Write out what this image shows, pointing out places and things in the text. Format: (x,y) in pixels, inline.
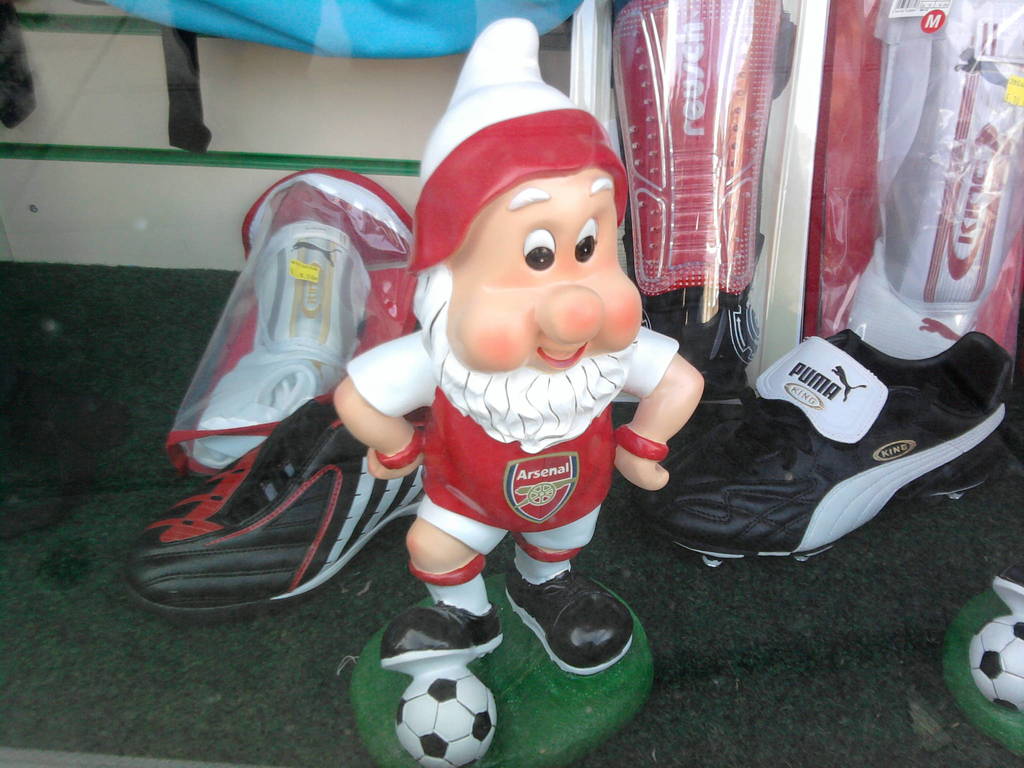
In this picture we can see a doll (507,581) in the front (460,459), on the right side (967,452) there are shoes (884,501) and leg pads (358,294).
